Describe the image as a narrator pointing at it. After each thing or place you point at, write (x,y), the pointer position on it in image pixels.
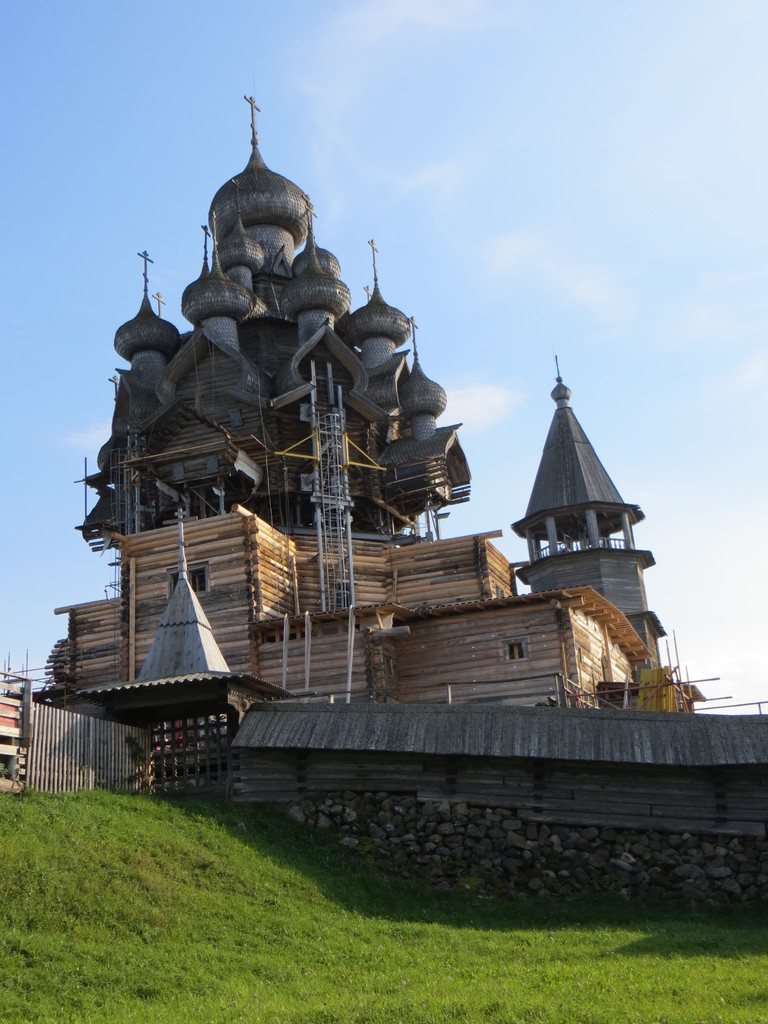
In this image, we can see some buildings (210,214) and wooden houses (405,645). We can also see some grass (196,891). We can see the ground (458,895), some stones (592,869). We can also see the sky (606,305) and the fence (144,785).
